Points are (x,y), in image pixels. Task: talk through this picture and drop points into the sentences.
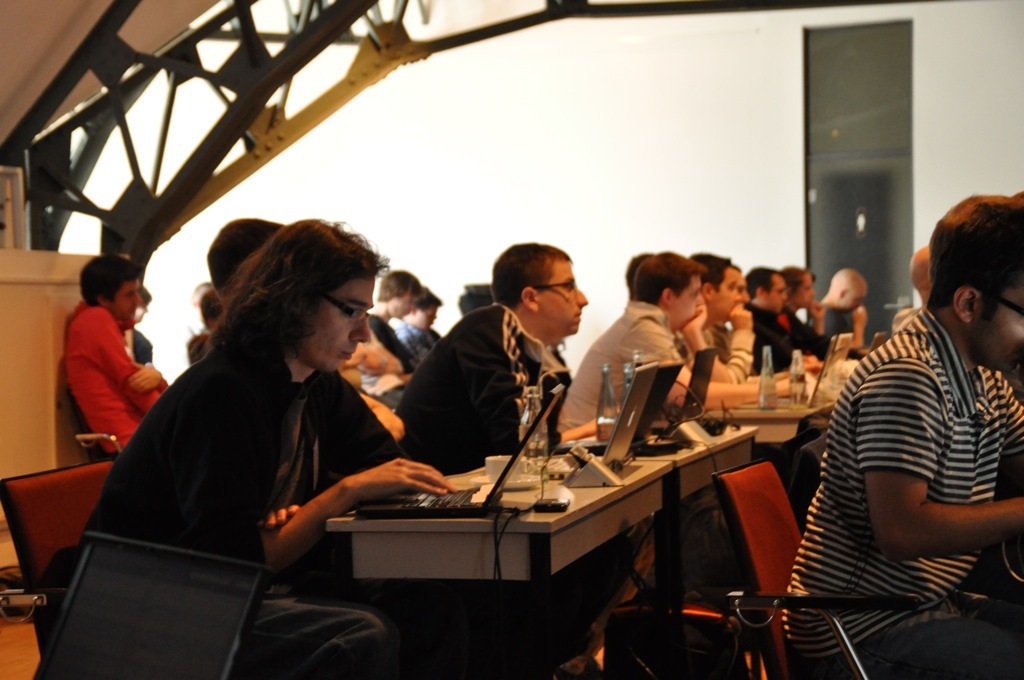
This image is clicked in a room (754,198). There are many persons (311,391) sitting in the chairs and using laptops (826,375). To the right (902,503), the man (892,519) sitting in the chair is wearing black and white shirt (931,457). To the left (250,524), the woman (268,491) sitting in a chair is using laptop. In the background (274,138), there are rods (265,79) and walls (355,206).
